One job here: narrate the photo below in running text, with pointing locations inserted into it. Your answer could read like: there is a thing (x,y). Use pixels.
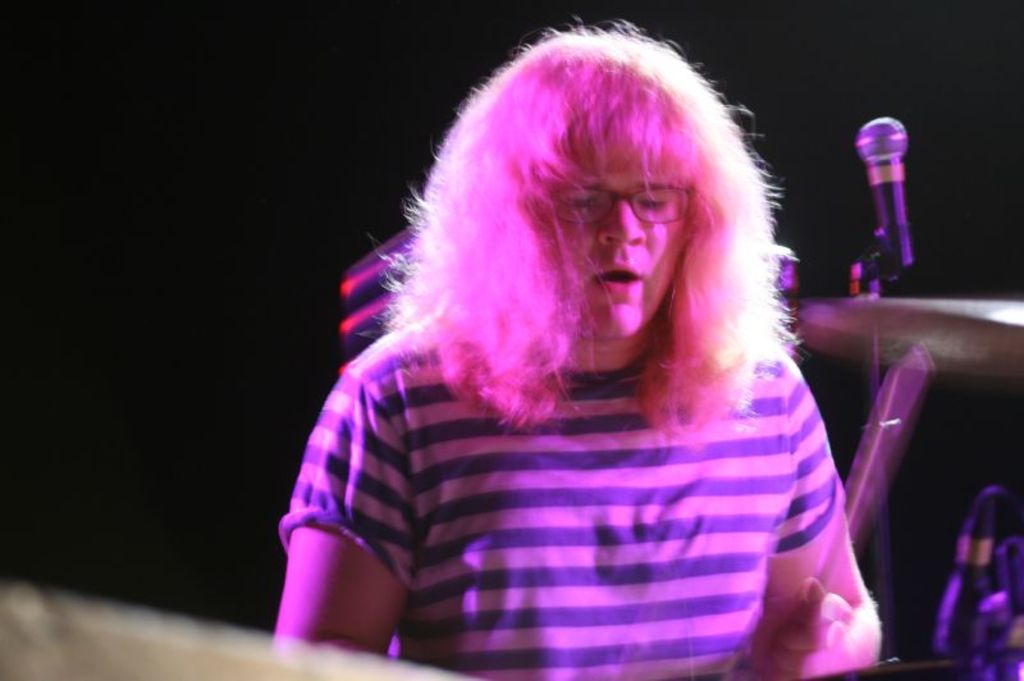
In this image I see a person (755,180) who is wearing t-shirt (610,417) and I see a mic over here and it is dark in the background (1000,469) and I see few things (1,631) over here.
